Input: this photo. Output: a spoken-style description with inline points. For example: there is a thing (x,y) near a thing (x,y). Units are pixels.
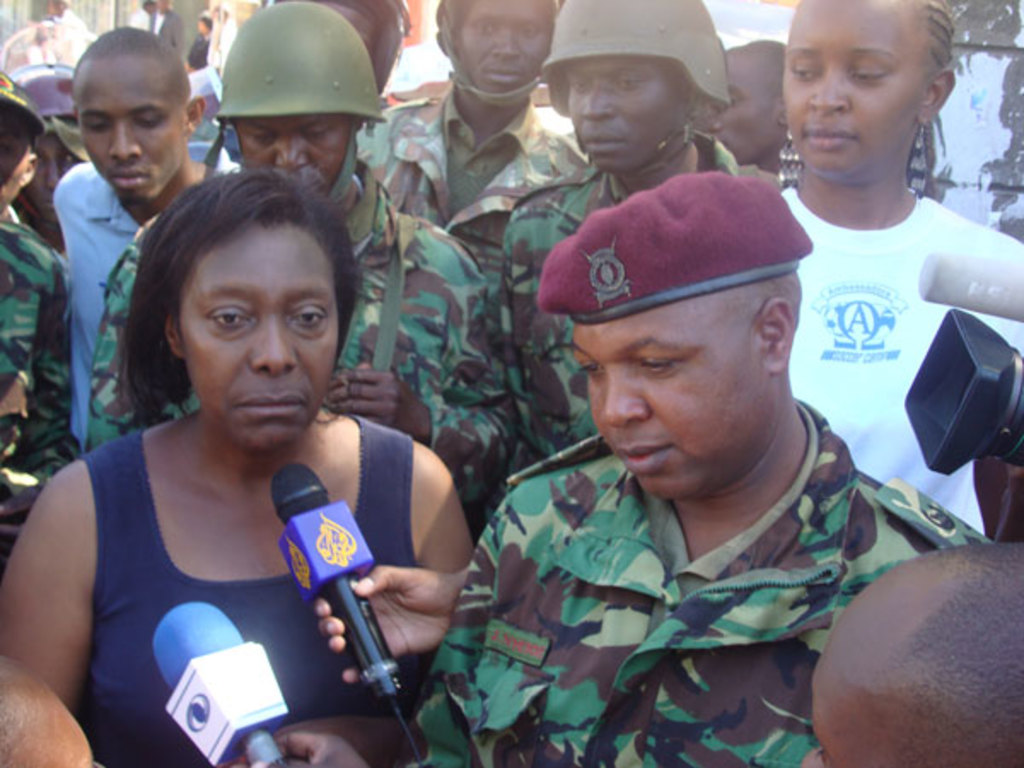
In this picture I can see a few people (413,413) standing. I can see a few people (492,286) wearing uniform (362,357). I can see the microphones (384,649).
